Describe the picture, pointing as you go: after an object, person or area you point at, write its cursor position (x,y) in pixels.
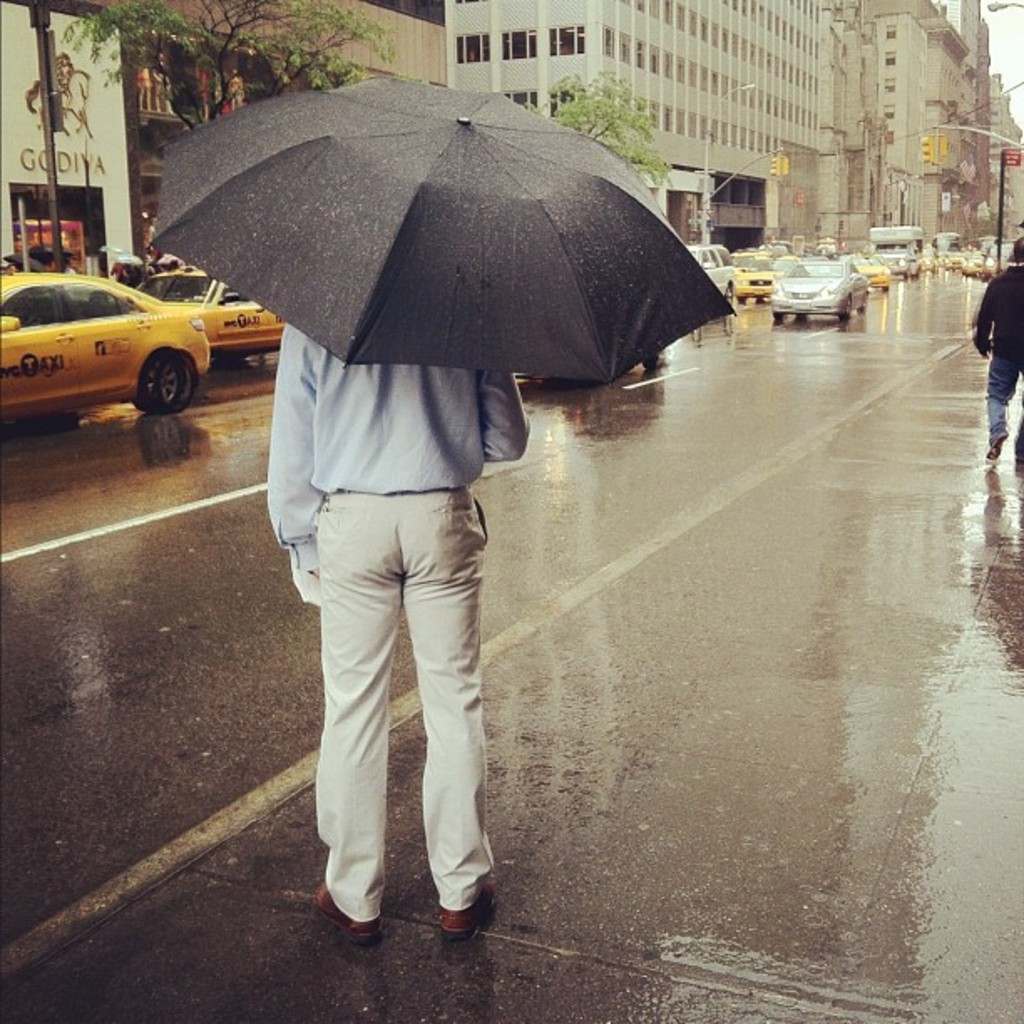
This is the picture of a city (437,62). In this image there is a person (466,843) standing and holding the umbrella (537,332). On the right side of the image (1005,350) there is a person (1020,331) walking on the road (911,517) and there are vehicles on the road (970,403) and there are trees (624,151), poles (992,9) and buildings (862,97). At the top (1011,27) there is sky (998,24). At the bottom (562,831) there is a road (869,494).
